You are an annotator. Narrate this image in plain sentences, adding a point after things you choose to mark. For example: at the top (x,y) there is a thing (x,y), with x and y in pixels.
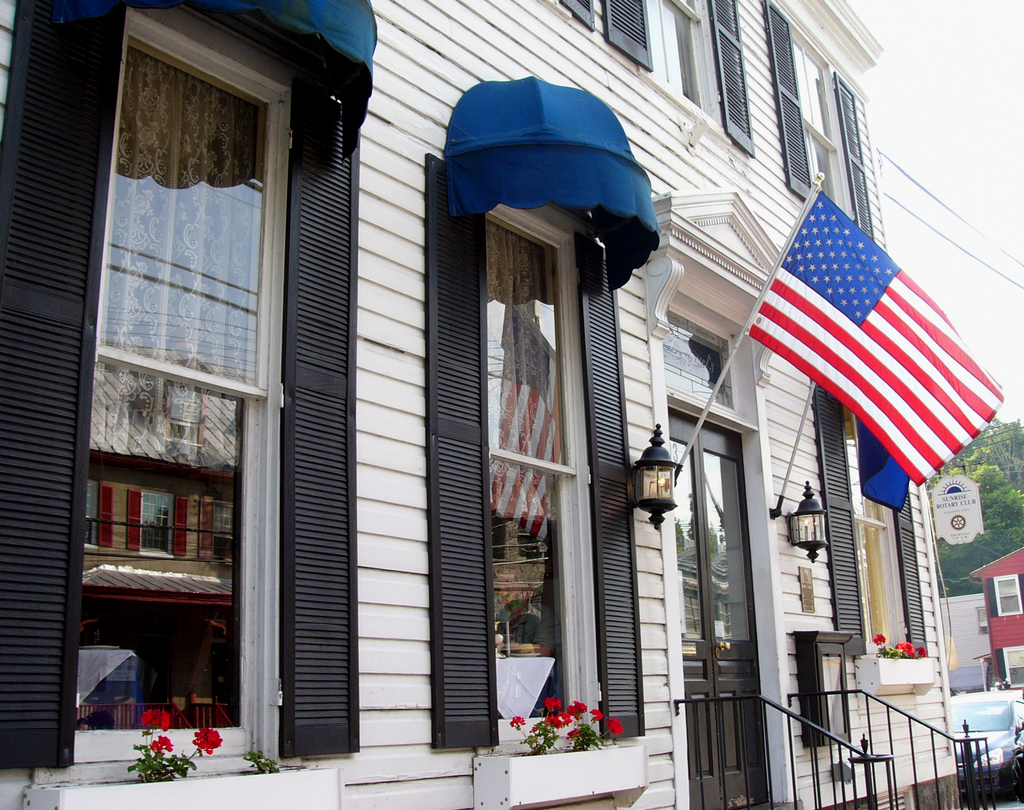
In this image, there are a few buildings (783,698). We can see some glass doors (705,571) and windows (695,357). We can see the railing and a flag (830,338). We can see some lights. We can also see some cloth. There are some flowers (595,740). We can also see a board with some text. We can also see a car (1012,791). We can also see some trees (1009,523), wires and the sky (985,164).
